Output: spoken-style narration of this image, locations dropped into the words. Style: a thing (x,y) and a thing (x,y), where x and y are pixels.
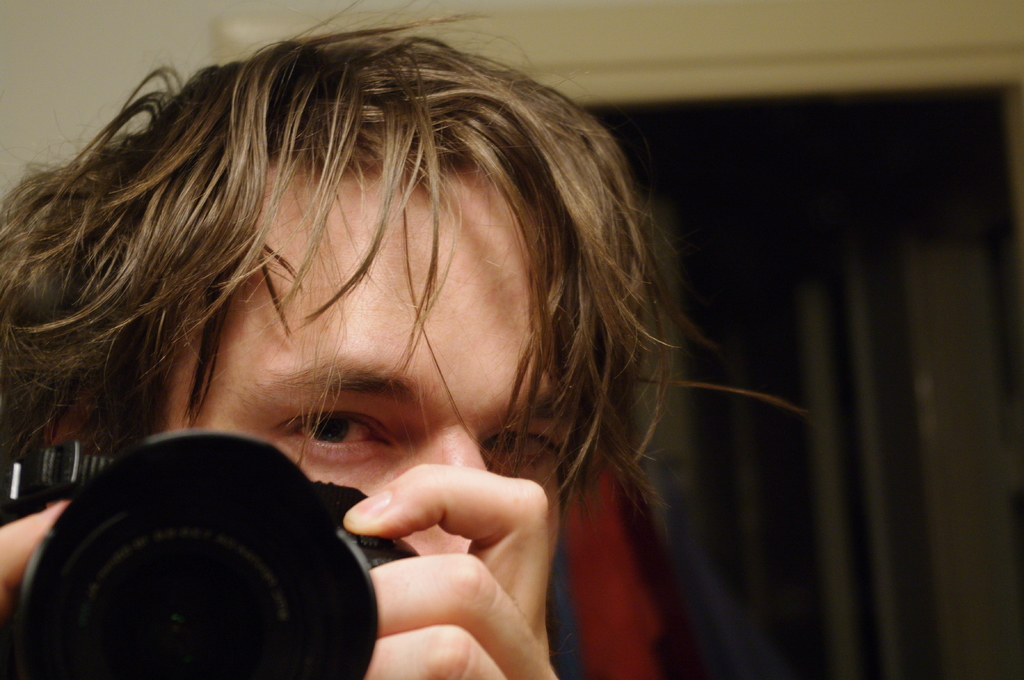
A man (325,273) is holding camera (326,563) in his hand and facing front side.
